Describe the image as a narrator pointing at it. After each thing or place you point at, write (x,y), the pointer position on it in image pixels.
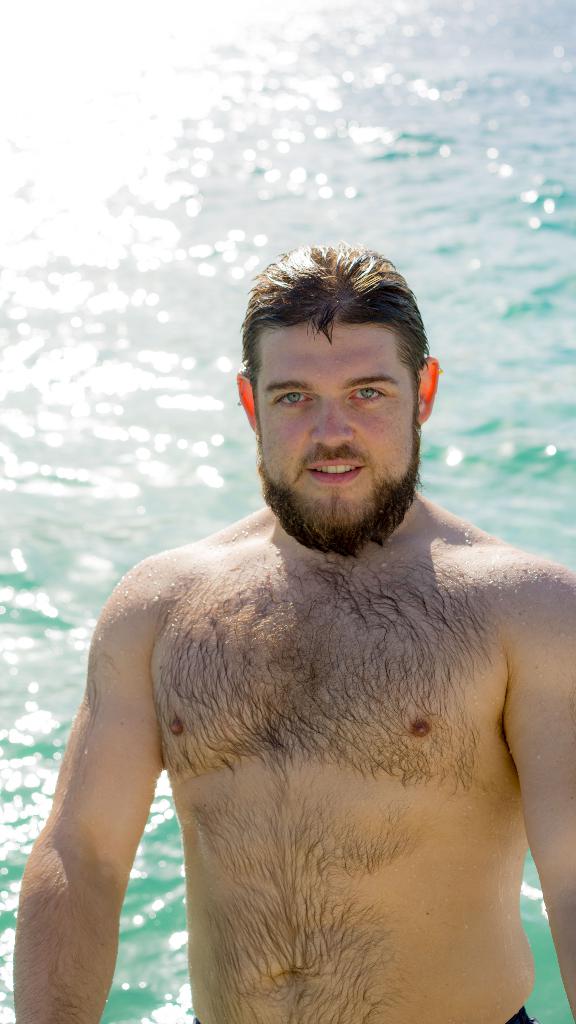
In the picture I can see a man (339,692). In the background (226,259) I can see the water (413,264).
